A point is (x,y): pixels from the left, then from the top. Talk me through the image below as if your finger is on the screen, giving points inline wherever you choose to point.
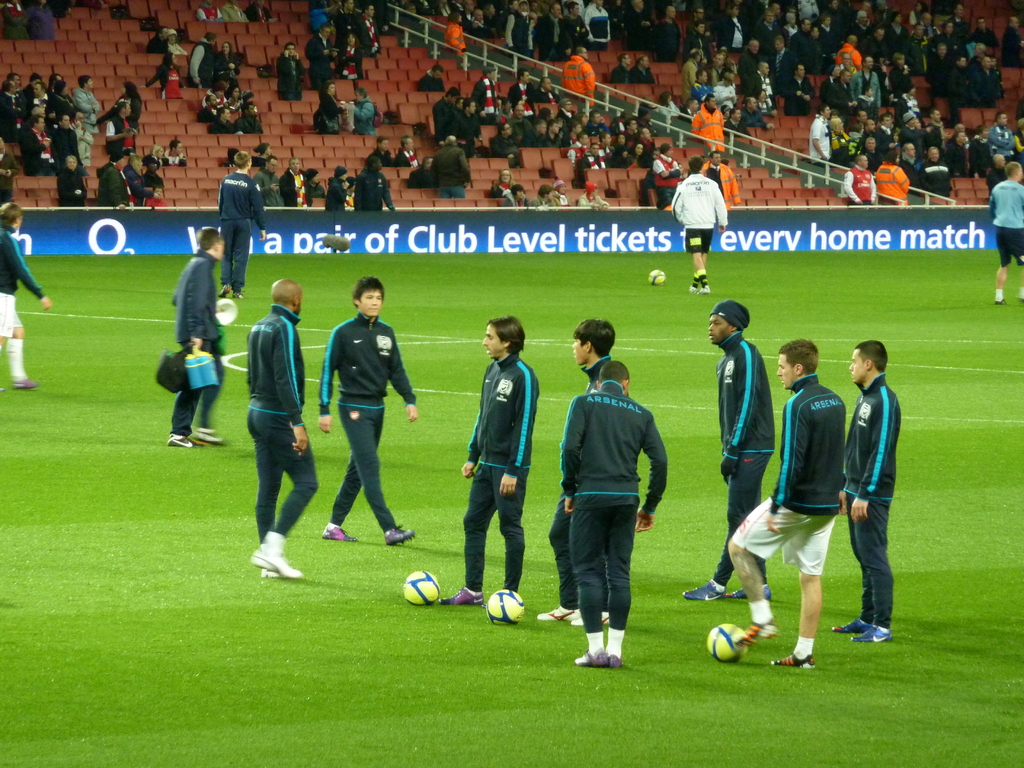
In this picture I can see football players (284,561) standing in the playground (175,697) and there are some balls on the ground (264,284) and in the backdrop (151,161) there are audience (432,172) sitting in the chairs (313,150).
